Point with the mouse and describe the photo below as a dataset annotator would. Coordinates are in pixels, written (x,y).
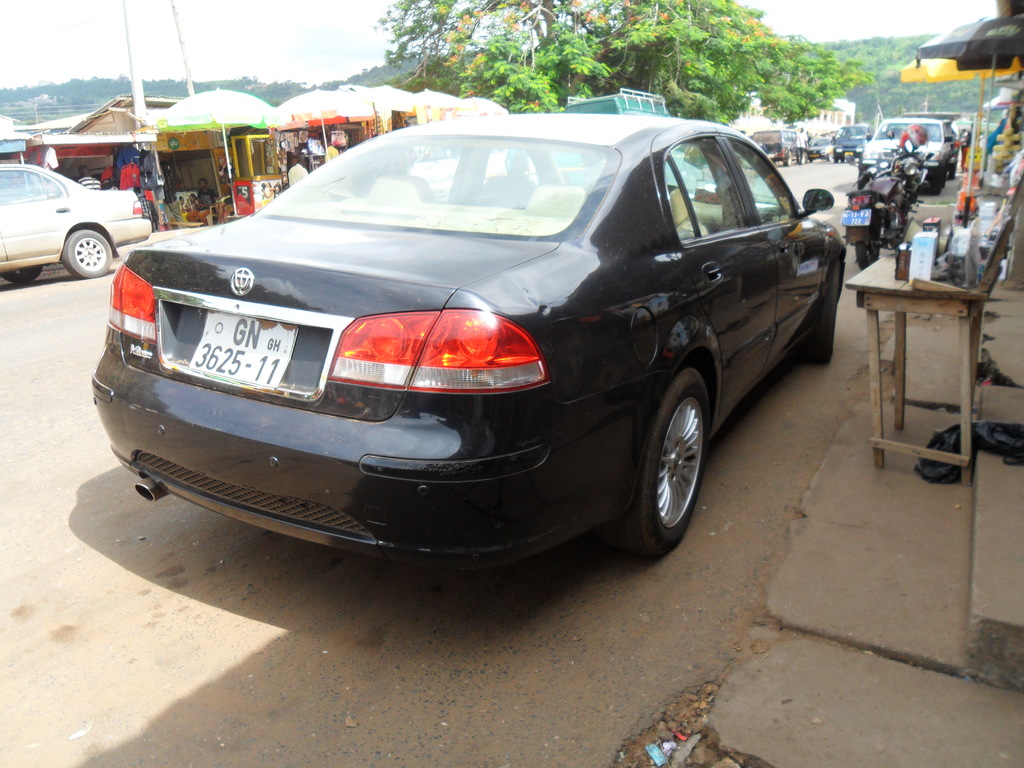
In the image we can see there is a car (571,252) which is parked on the road (794,373) and there are bikes (904,156) and trees (562,50) in the area.
